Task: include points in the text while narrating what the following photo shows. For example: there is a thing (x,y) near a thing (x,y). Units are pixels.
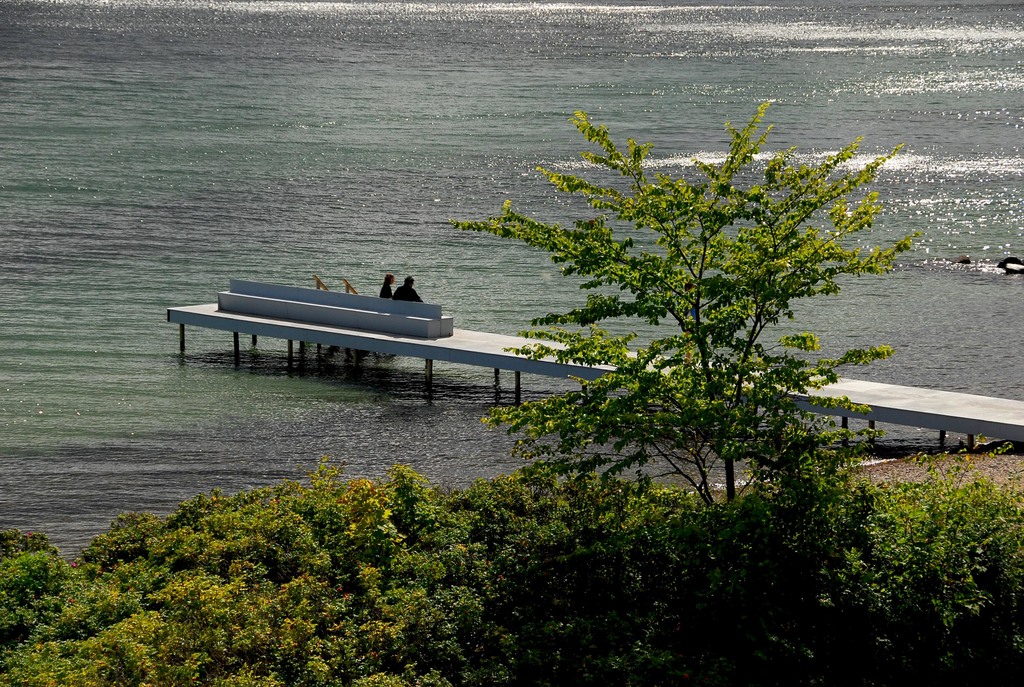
In this picture I can observe a river (301,128). In the bottom of the picture (332,541) there are plants (617,540) and a tree (705,469). In the middle of the picture (399,293) there are two members (387,288).
